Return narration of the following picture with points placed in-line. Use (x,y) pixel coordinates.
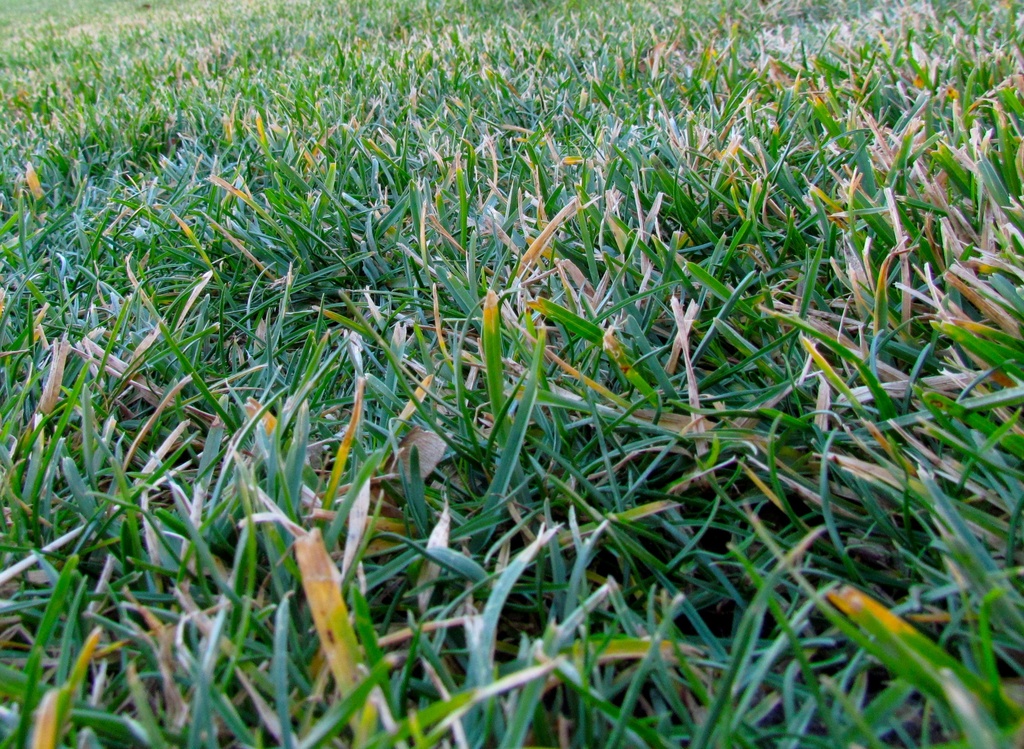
In this image, we can see green color grass (774,314).
